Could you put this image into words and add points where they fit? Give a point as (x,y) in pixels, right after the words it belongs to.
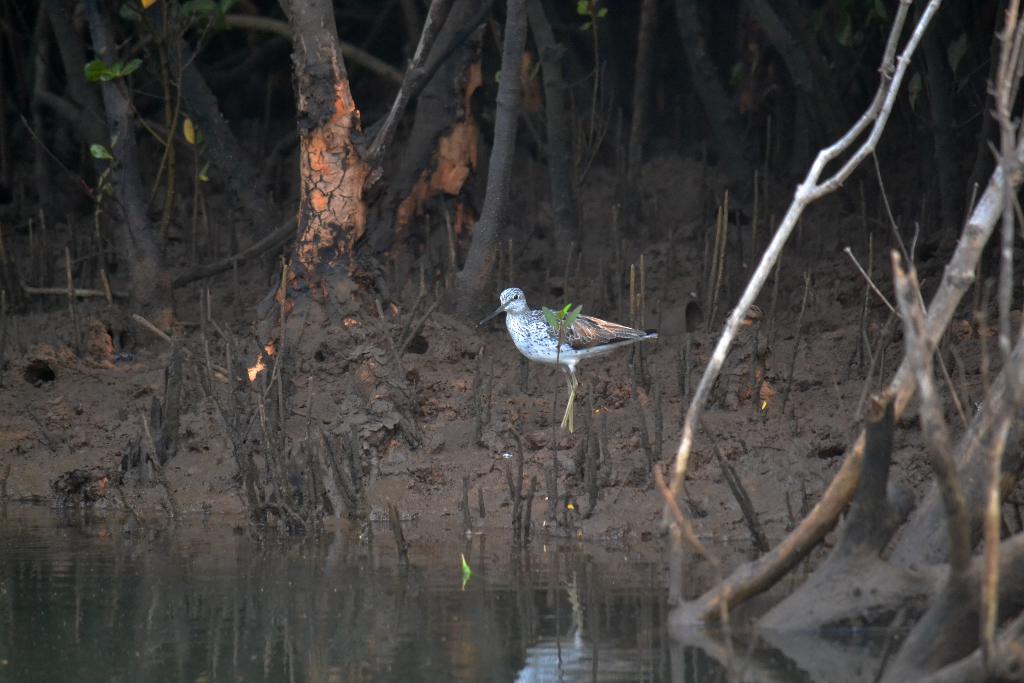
In this image there is a bird (571,414) on the land (558,419) having plants (553,419) and tree trunks (471,185). Bottom of the image (362,619) there is water (681,673). Right side (910,301) there are branches (902,311).
